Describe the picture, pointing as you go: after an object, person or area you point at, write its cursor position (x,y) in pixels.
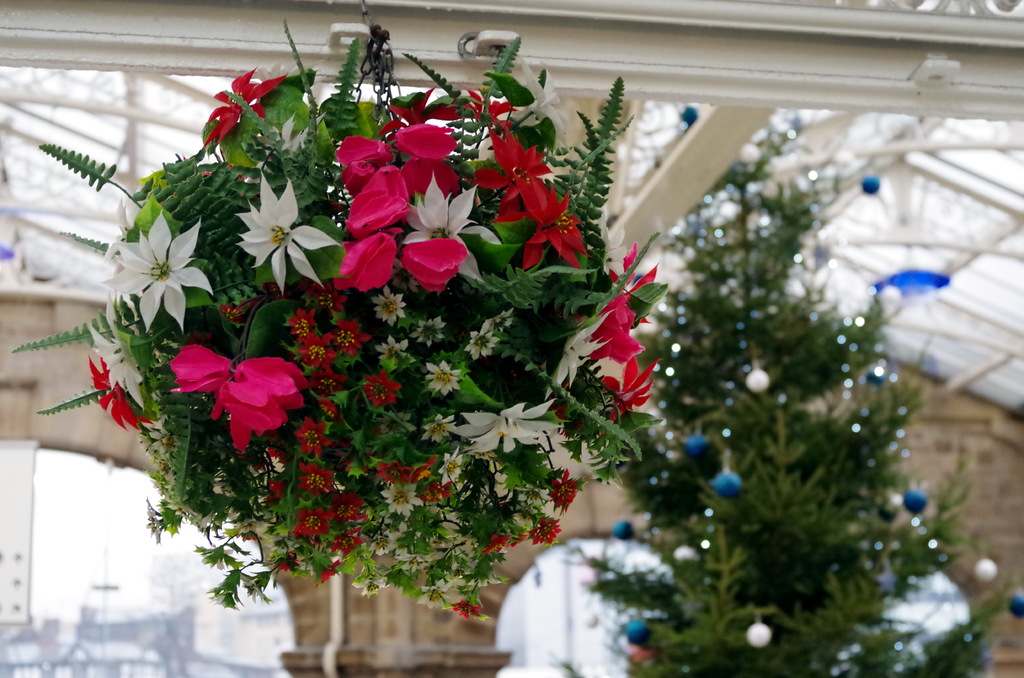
In this image there is a plant (510,278) with pink, red and white color flowers (371,215), and in the background (713,212) there is a tree (834,470) decorated with balls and lights (847,368), buildings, sky (133,532).
